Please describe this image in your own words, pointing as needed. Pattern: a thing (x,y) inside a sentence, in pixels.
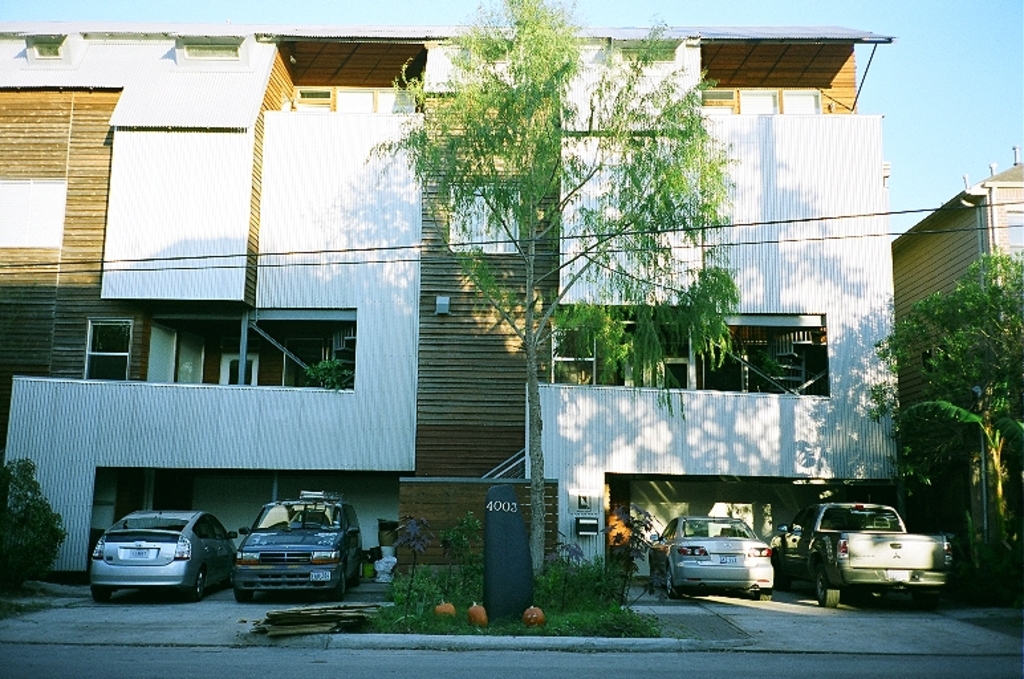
In this image I can see a building (508,279) and four cars (845,554) on either side of the building (65,547). There are trees (632,347), plants (612,575) and in the top right corner (877,100) there is a sky (936,84).
